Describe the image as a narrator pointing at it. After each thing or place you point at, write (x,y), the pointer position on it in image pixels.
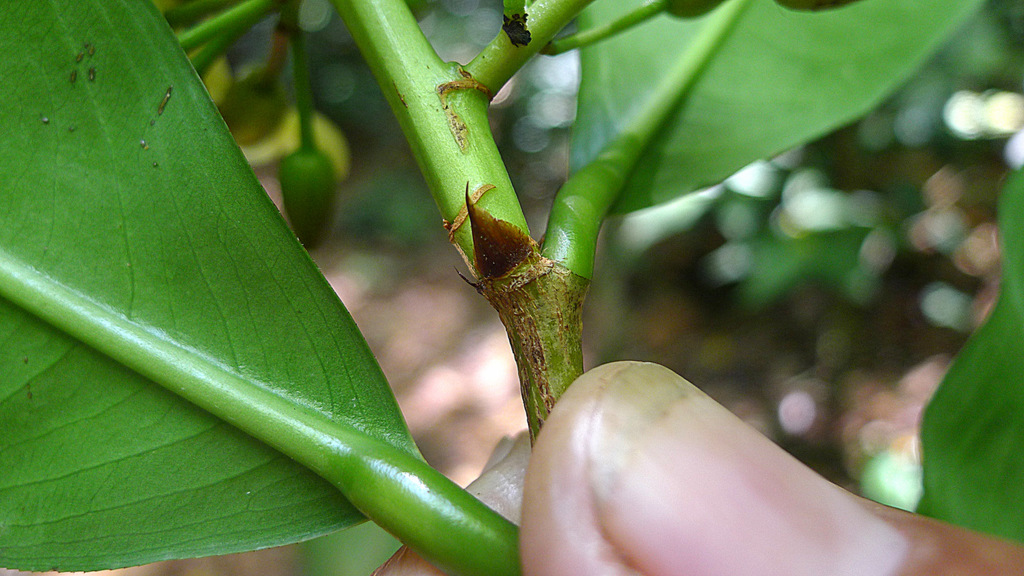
In this image there are fingers (569,506) of a person (520,504) truncated towards the bottom of the image (585,522), there is a plant (481,172), there is a leaf (134,201) truncated towards the left of the image (94,277), there is a leaf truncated towards the right of the image (1013,459), there is a leaf (755,58) truncated towards the top of the image (863,43), there is a bud (302,224), the background of the image (334,223) is blurred.
